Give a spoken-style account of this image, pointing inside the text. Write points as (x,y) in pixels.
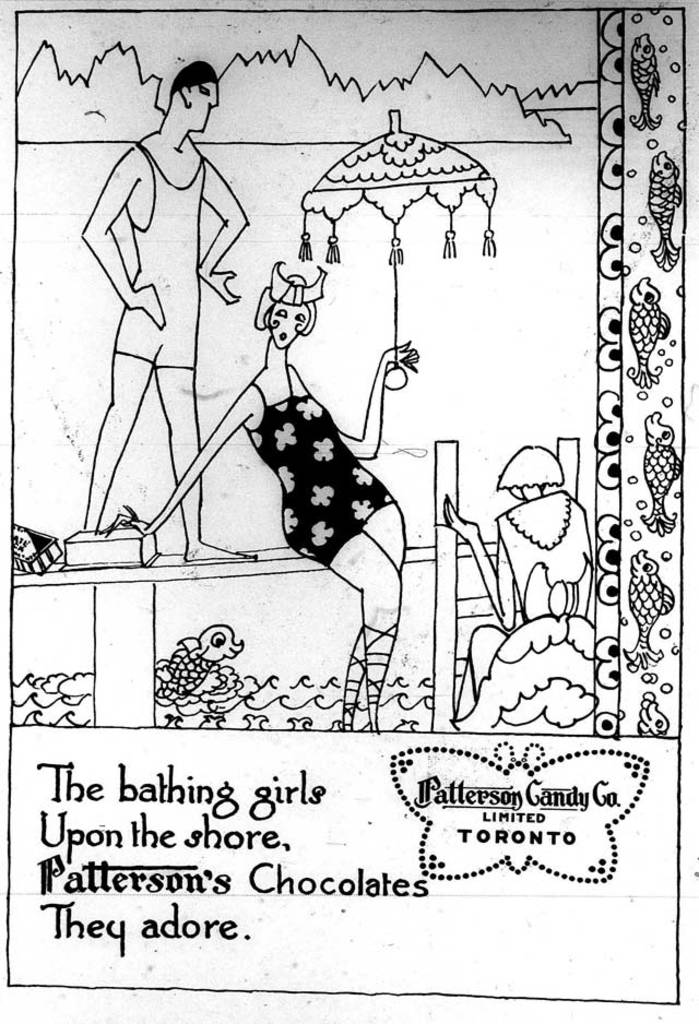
In this image, we can see sketch (134,540) and text (106,837) are on the white surface (28,918).
